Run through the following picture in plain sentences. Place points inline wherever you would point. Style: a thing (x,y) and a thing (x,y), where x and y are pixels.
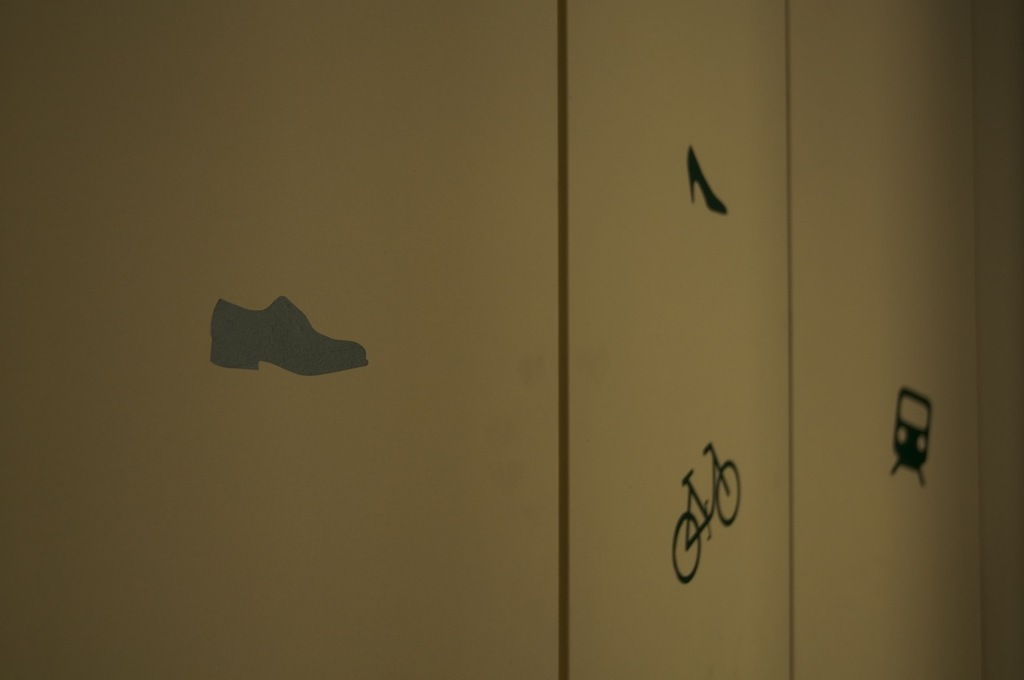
In this picture there is a cupboard (796,120) in the center of the image (566,399), on which there are stickers (334,367) of a train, bicycle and a shoe (690,154).
